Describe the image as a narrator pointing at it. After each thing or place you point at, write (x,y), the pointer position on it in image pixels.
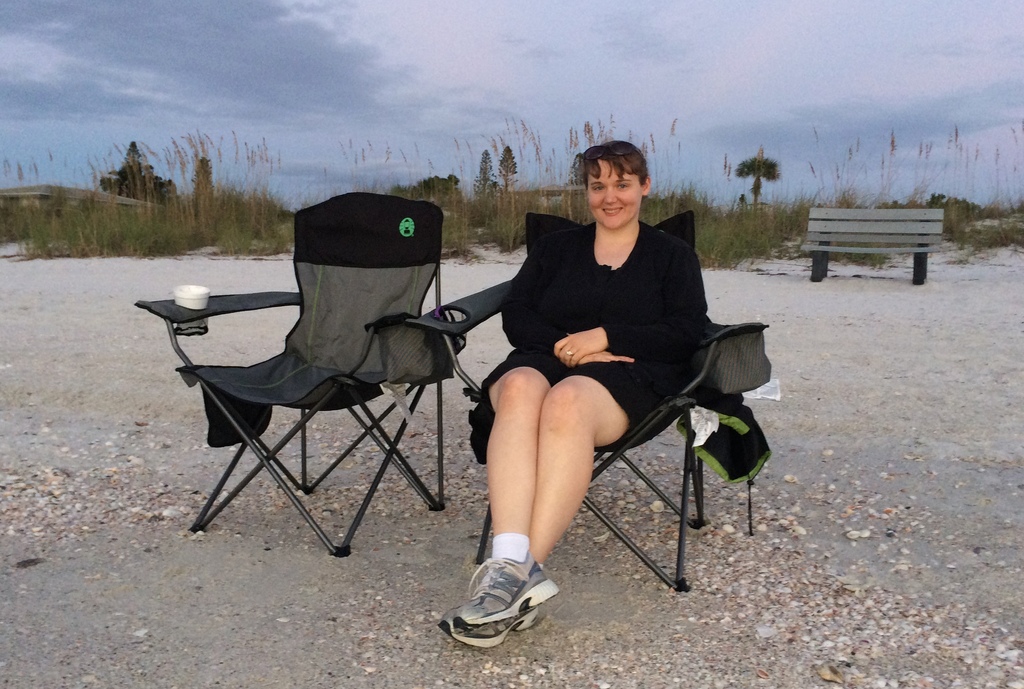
This is a picture taken in the outdoors. The woman (598,323) in black dress (614,296) was sitting on a chair (687,388) and the woman (526,523) is wearing shoes (490,598). To the left side of the woman (564,322) there is another chair (387,339) in the chair (277,369) there is white color cup (188,293). Behind the woman (554,293) there is bench (871,236), trees (756,195), grass (233,237) and a sky (379,163) with clouds (268,52).
